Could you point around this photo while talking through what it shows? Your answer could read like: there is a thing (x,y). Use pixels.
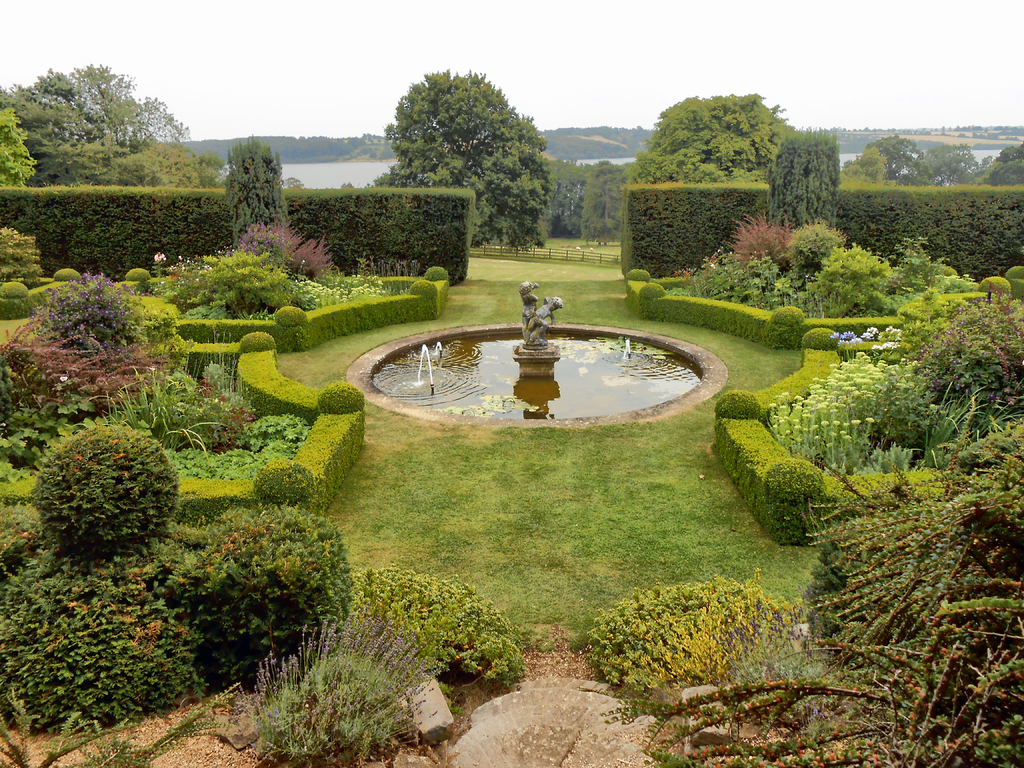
In this image we can see a fountain (475,397) and a sculpture (525,321). Around the fountain (354,365) we can see grass (450,321) and a group of plants (397,289). Behind the fountain (554,392) we can see a group of trees (526,187) and water (365,170). At the top (706,12) we can see the sky (507,55).
